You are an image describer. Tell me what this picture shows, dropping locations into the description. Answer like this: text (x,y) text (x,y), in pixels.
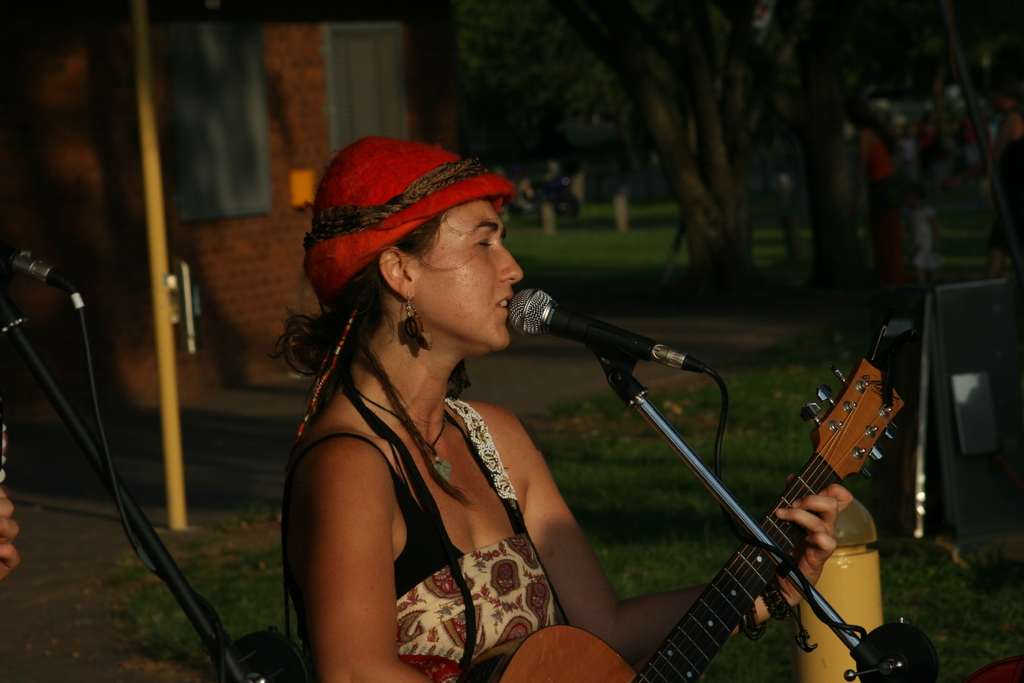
This is the woman (428,589) standing. She wore red cap (398,230) on his head (401,257). She is playing guitar (689,649) and singing a song. This is the mic (523,317) attached with the mike stand (890,658). At background (260,228) I can see building (272,96) with windows (347,70). These are the trees (691,106). This is a object (857,568) with yellow color. I can see a pole (140,64) which is yellow in color. This is another mike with a mike stand (156,562).
